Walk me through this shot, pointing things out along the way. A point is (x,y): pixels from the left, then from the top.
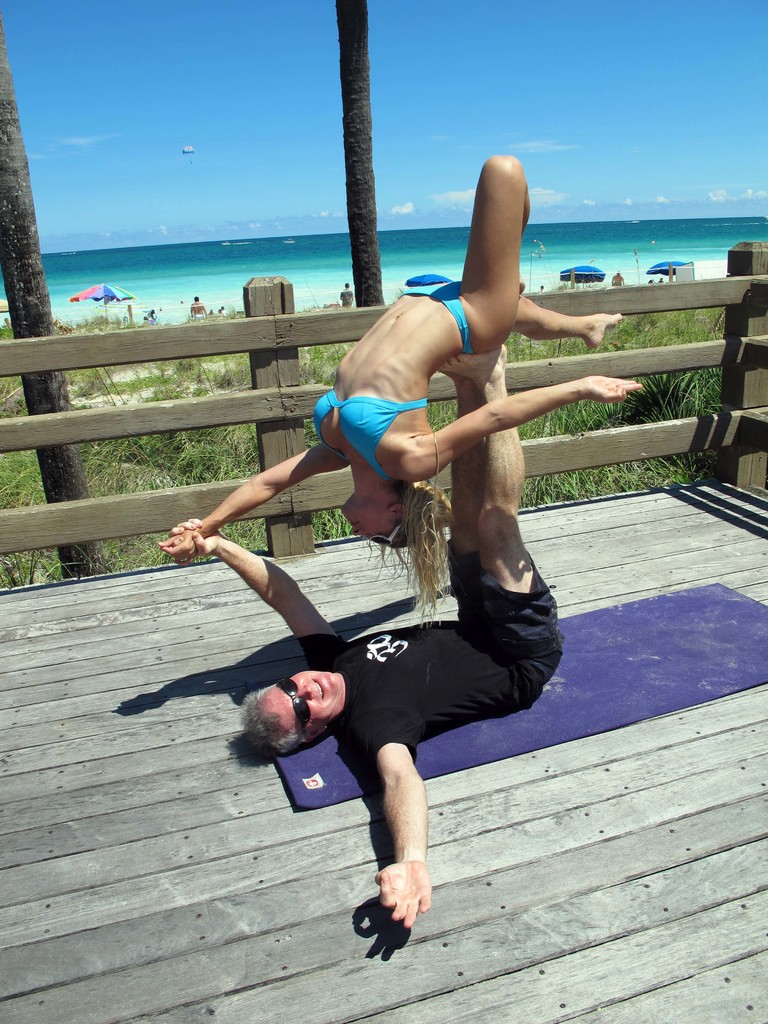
In this image in the center (456,645) there is one man (476,635) who is lying, and he is holding one woman (414,375) and there is a wooden fence (176,359). At the bottom (164,848) there is floor (639,910) and mat (430,742), in the background (81,272) there are trees (45,284), beach (533,255), umbrellas (651,274) and some persons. At the top (343,219) there is sky (625,63).
